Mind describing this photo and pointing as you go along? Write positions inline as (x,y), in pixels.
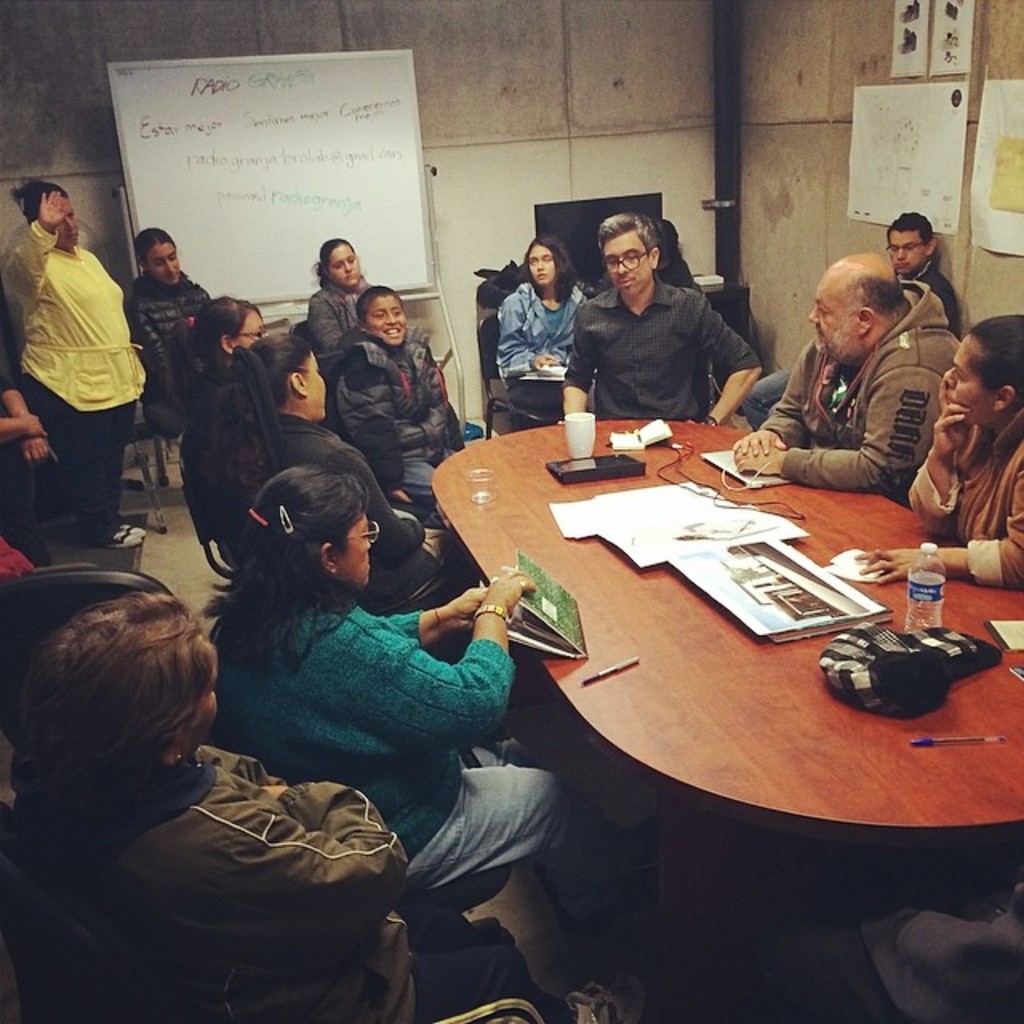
A group of people (602,320) are sitting around a table (754,679) and discussing.
